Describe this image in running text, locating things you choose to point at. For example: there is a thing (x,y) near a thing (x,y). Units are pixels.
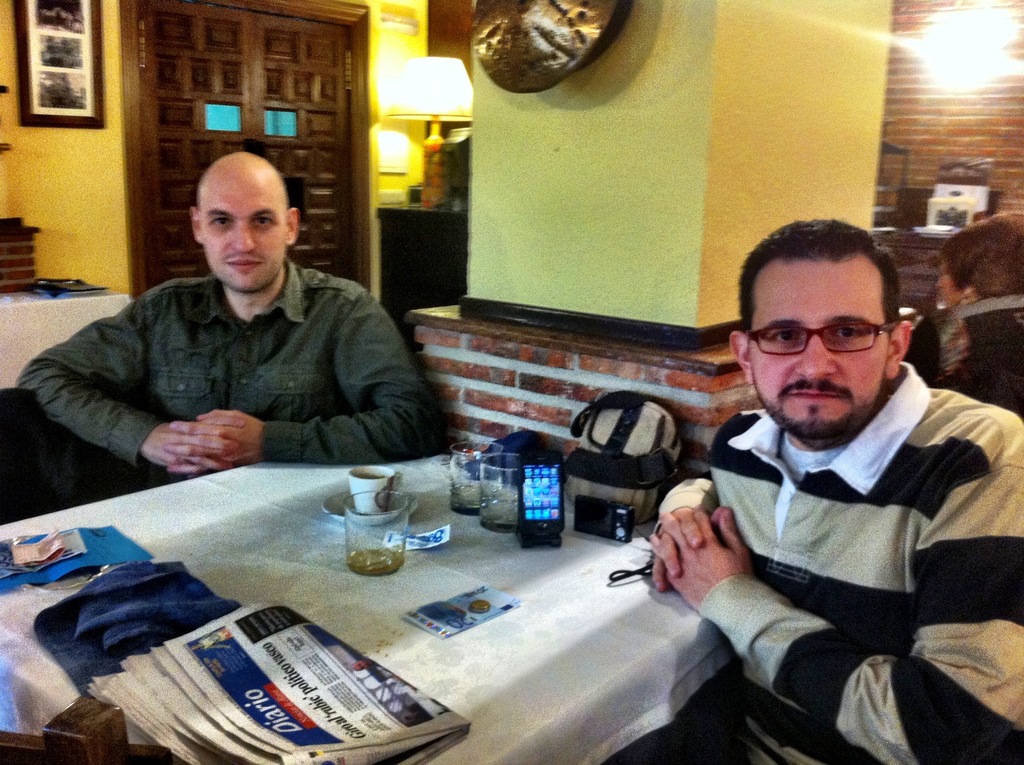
In this picture there are two man (268,357) sitting on the chair (23,447). in between two of them there is a table (542,666). On the table (337,519) we can see a newspaper (260,697), cup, saucer (376,518), mobile phone (532,498), three glasses (477,491), towel (114,618) and a piece of paper (470,613). On the background (989,121) we can see a brick wall (987,102) and a light (972,31). On the top left corner (94,84) there is a photo frame (72,61) which is hanged to a yellow wall (10,60).
